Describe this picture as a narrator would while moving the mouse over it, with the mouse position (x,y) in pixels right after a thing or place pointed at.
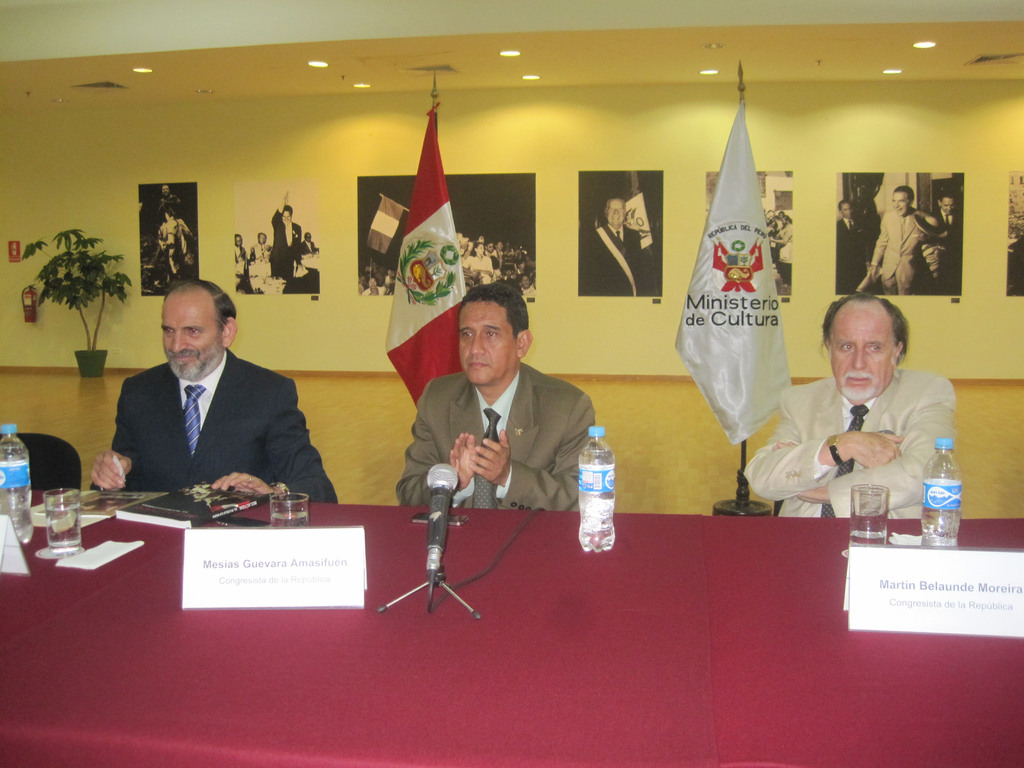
In this picture, we see three people (189,303) sitting on the chairs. In front of them, we see a table (562,648) which is covered with red color cloth (427,686). On the table (167,532), we see glass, water bottle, microphone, tissue paper (122,553), book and a board (280,562) with text (338,570) written on it. Behind them, we see flags (397,282) which are in red and white color. Behind that, we see a yellow wall (213,216) on which many photo frames (261,281) are placed. Beside that, we see a flower pot (109,278). At the top of the picture (215,12), we see the ceiling (164,43) of that room (215,12). This picture might be clicked in a conference hall (376,449).
